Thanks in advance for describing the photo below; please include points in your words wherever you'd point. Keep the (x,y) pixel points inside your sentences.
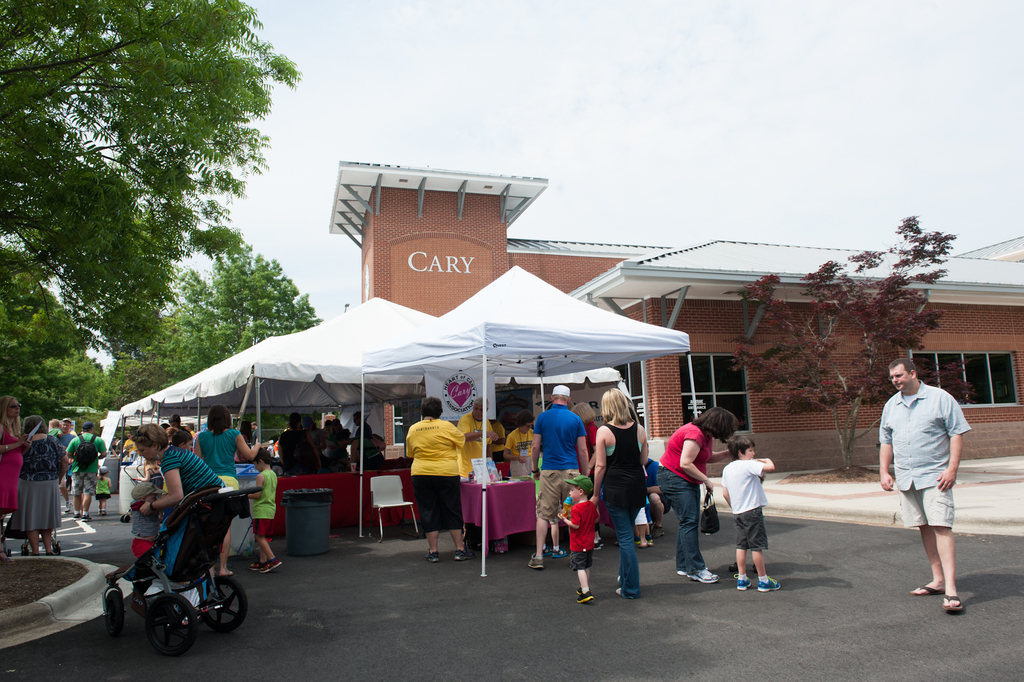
This picture might be taken from outside of the building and it is sunny. In this image, on the right side (944,462), we can see a man (943,467) standing on the road (949,619). On the left side (161,516), we can see a woman (177,495) holding a kid (148,539) in her hand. In the middle of the image (459,440), we can see a few people (630,570) are walking on the road (709,647) and few people (578,436) are standing in front of the stalls (228,401), we can also see dustbin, chair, table (366,521), tents (487,337) in the middle (470,359). On the left side (72,486), we can also see a group of trees (47,411), people (63,436). In the background (169,361), we can see a building (754,335), trees (785,350). At the top (764,93), we can see a sky (885,103), at the bottom (861,517) there is a road (816,534) and a land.
